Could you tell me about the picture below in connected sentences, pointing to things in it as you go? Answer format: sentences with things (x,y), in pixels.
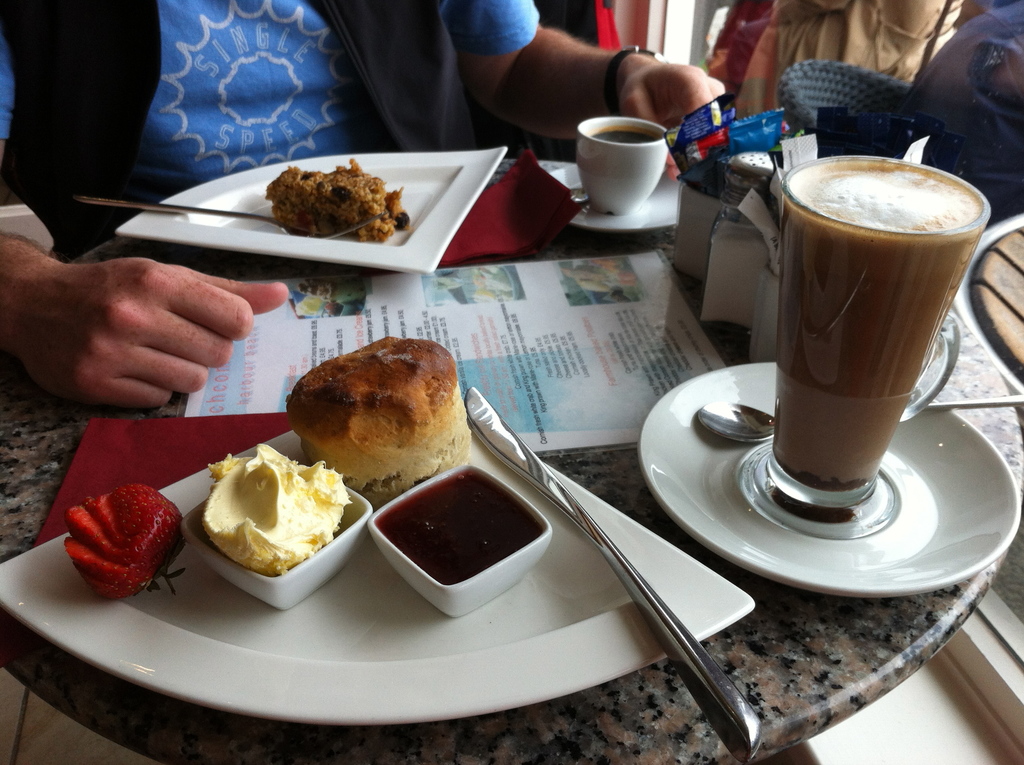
In the image we can see a person (139,66) was sitting on the chair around the table (190,253). On table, there is a plate (683,581), glass (820,367), coffee cup (642,149), napkin (497,227), cream (282,513), bread (343,456), fruit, sauce (429,526) and food item (323,211).
